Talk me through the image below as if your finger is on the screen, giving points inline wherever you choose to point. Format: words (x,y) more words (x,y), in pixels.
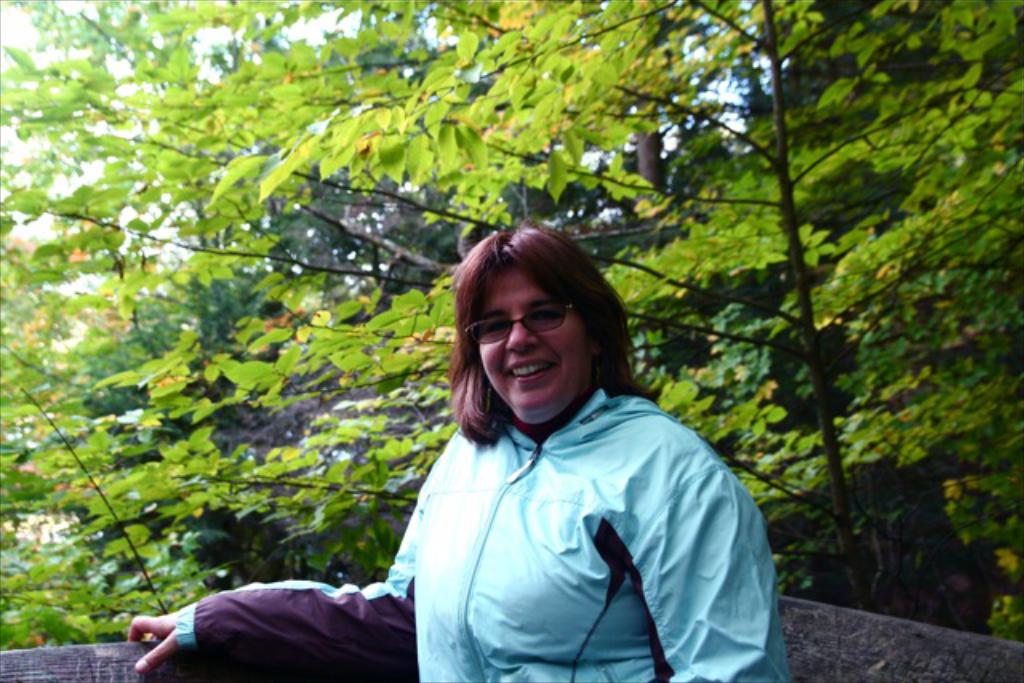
Here I can see a woman (473,491) wearing jacket (493,560), smiling and giving pose for the picture. Beside her there is a wooden object (102,665). In the background (270,214) there are many trees (668,316).
